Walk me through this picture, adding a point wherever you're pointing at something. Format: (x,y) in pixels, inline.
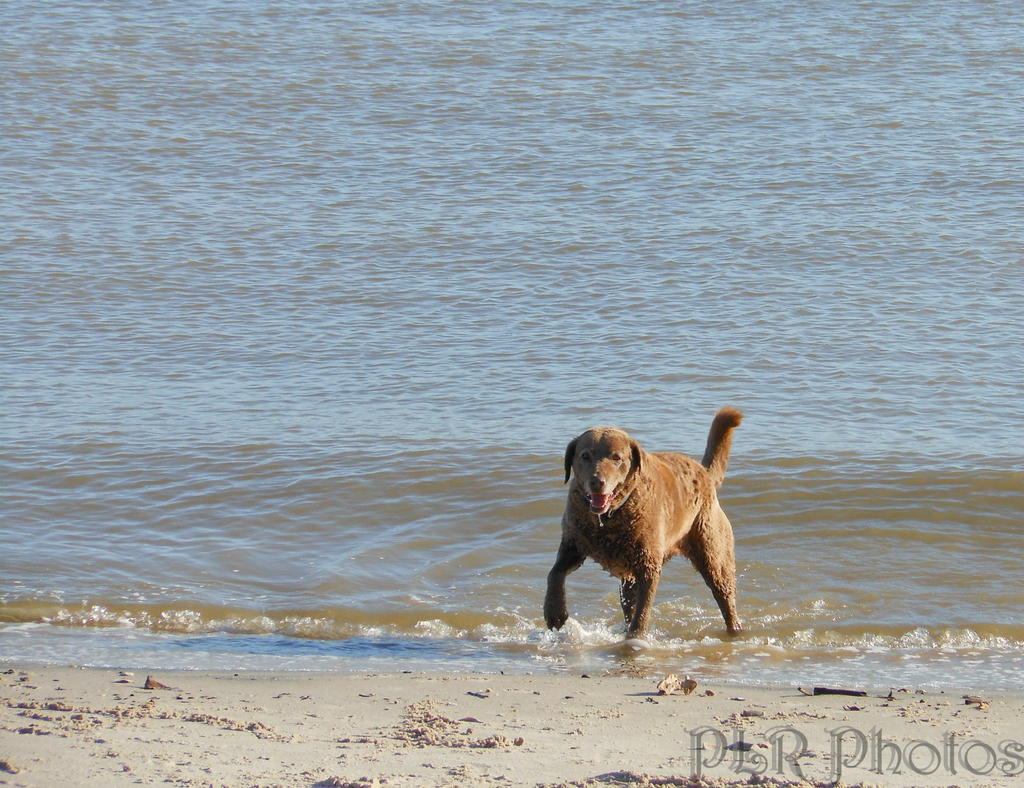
In this image, I can see a dog (713,522) in the water (598,632). At the bottom of the image (349,730), there is sand (381,730). In the bottom right corner of the image (707,757), I can see a watermark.
